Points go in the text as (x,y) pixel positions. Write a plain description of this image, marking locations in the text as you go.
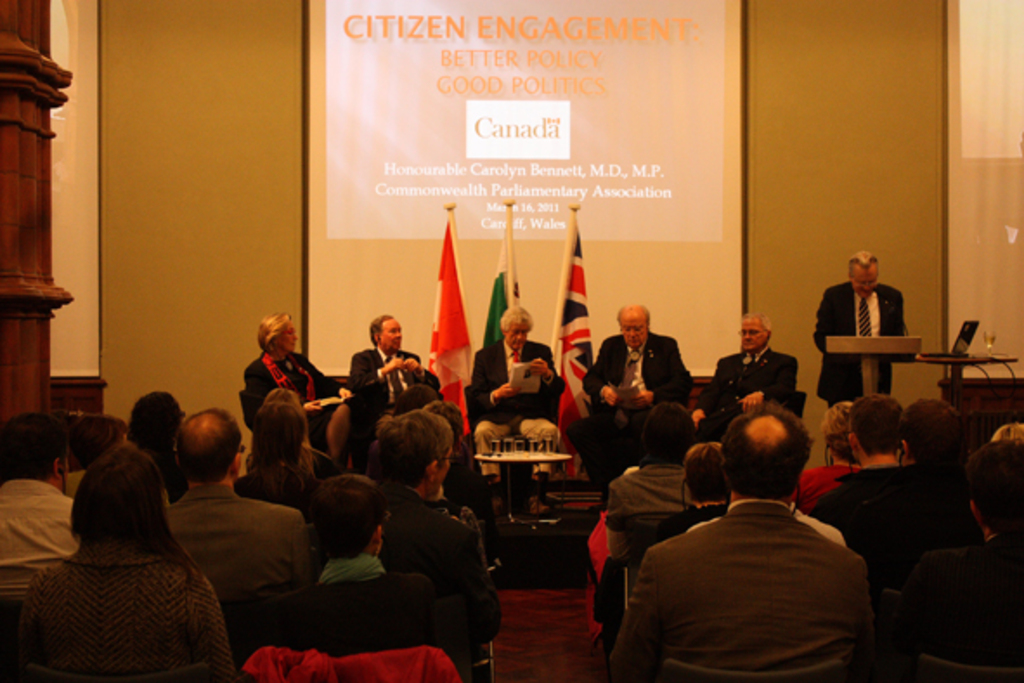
In this image we can see persons (656,544) sitting on the chairs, a person (834,336) standing near the podium (887,343), laptops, glass tumblers (507,450), center table (535,462), poles (70,77), walls (928,376), flags (577,276), flag posts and a display screen (361,228).
